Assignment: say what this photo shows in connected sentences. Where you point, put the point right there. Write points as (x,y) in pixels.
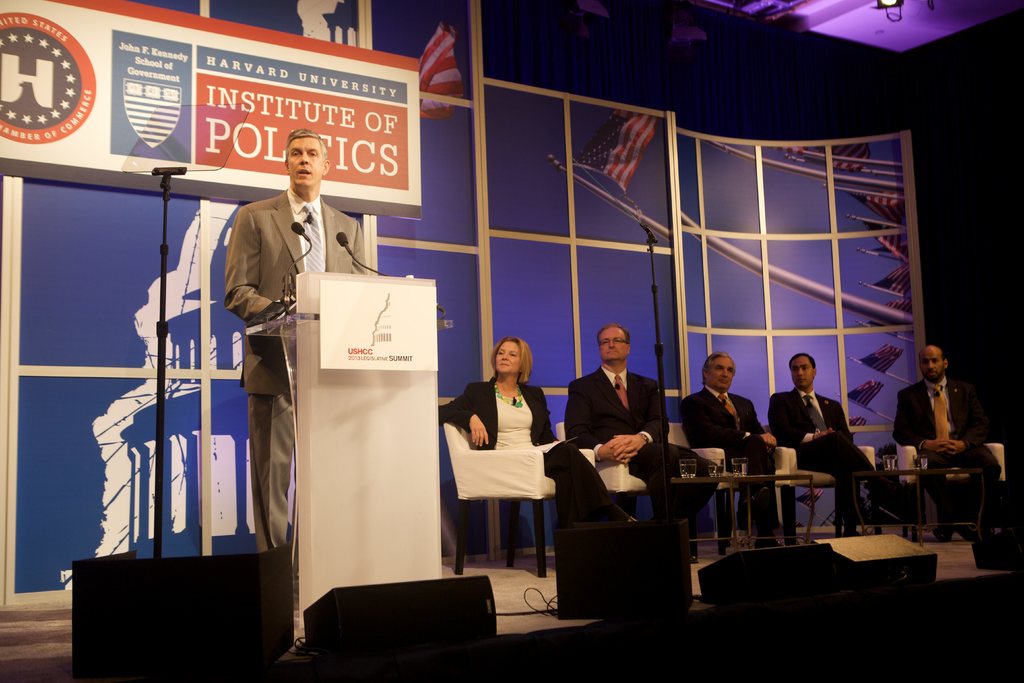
In this image I can see few people (655,448) are sitting on the chairs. These people (728,446) are wearing the blazers (706,423). To the side of these people (712,405) I can see one person (262,376) standing in-front the podium (325,335). On the podium (332,284) I can see the mics (290,297). I can also see the sound boxes (679,546) in-front of these people (729,422). In the back (261,137) there is a board (252,147) and something is written on it.
